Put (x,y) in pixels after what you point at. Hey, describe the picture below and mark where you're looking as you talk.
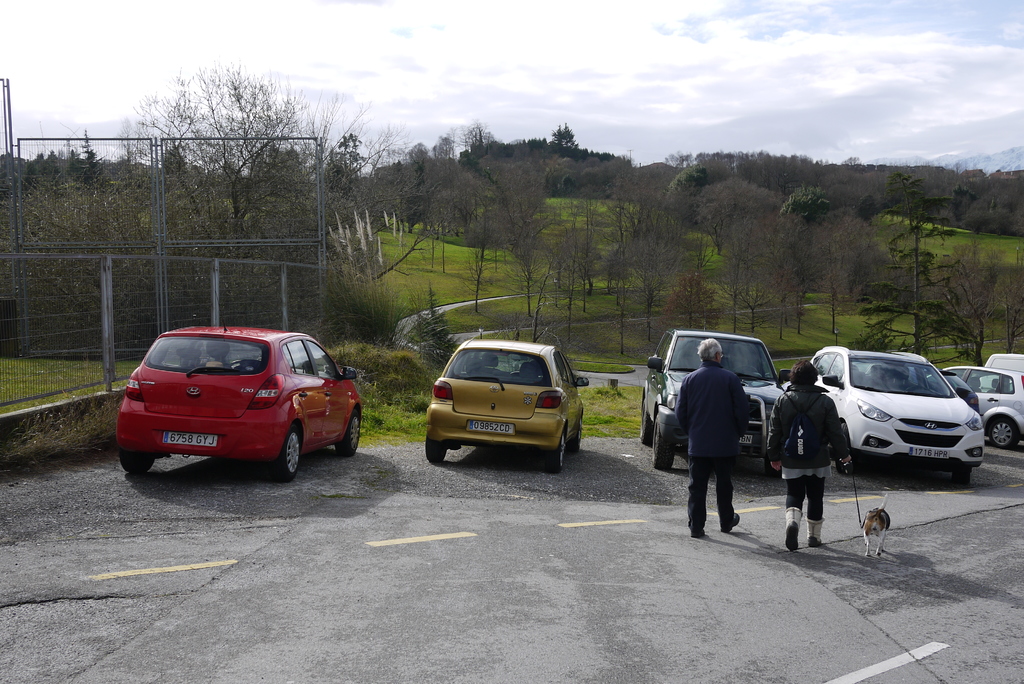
In the image in the center (458,400) we can see few vehicles (159,433). And we can see two people (697,432) were walking and the woman (830,454) is holding belt (860,516), which is tied to the dog (876,515). In the background (561,110) we can see the sky (779,50), clouds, trees (912,194), plants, grass (435,275), fence (116,292) and road (750,494).
